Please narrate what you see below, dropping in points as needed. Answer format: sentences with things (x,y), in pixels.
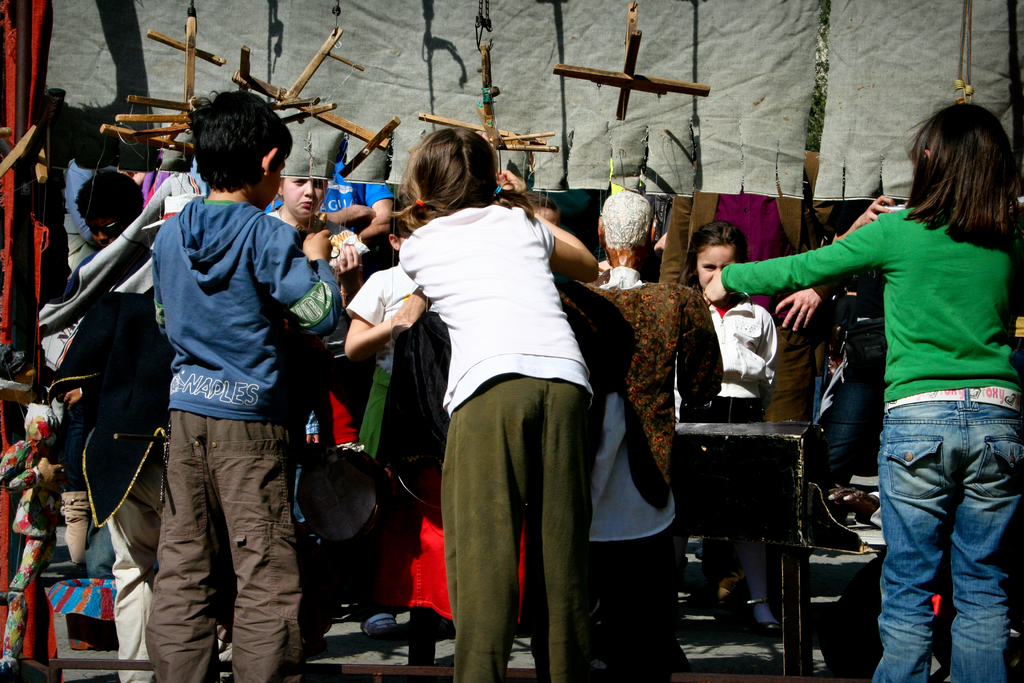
This is an outside view. Here I can see many children (506,368) are standing. Here I can see many objects (106,607) on the ground (353,630). Few children (466,340) are holding few objects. At the top of the image (419,78) there are few curtains (750,78) and also I can see few sticks (616,76) hanging on the ropes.
